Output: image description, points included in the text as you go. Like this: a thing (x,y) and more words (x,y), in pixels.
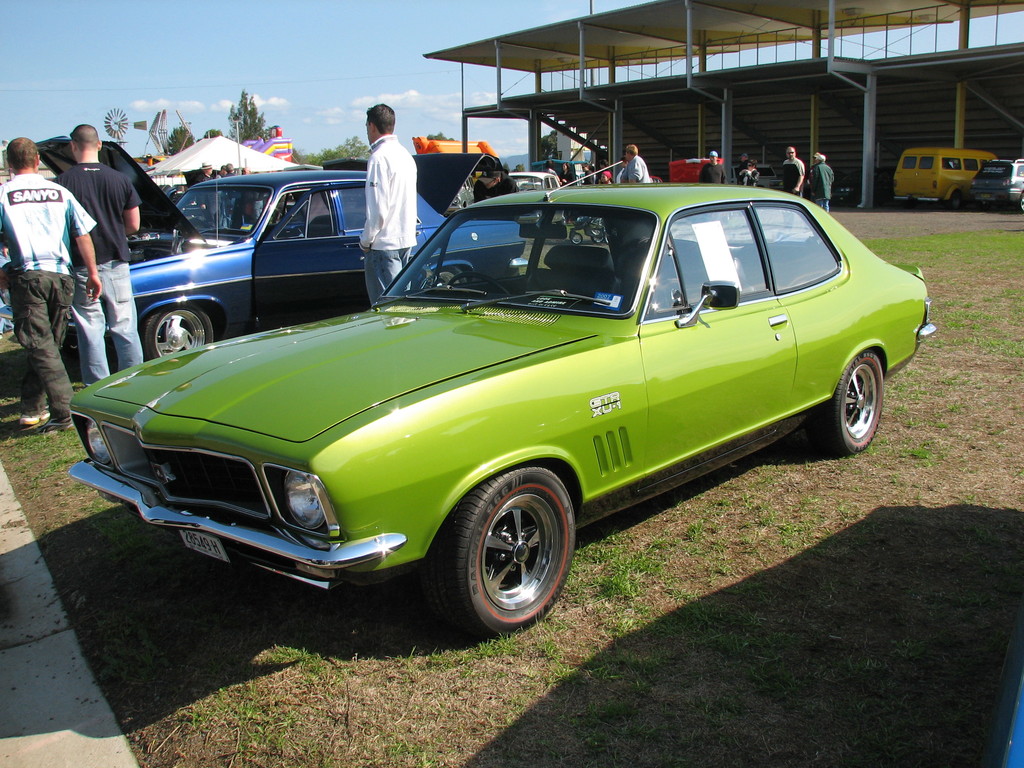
In this image we can see some cars (336,326) which are parked and there are some group of persons (498,182) visiting cars (460,188), on right side of the image (779,87) there is grandstand (733,93) and in the background of the image (300,125) there are some trees (254,118) and clear sky (163,78).
